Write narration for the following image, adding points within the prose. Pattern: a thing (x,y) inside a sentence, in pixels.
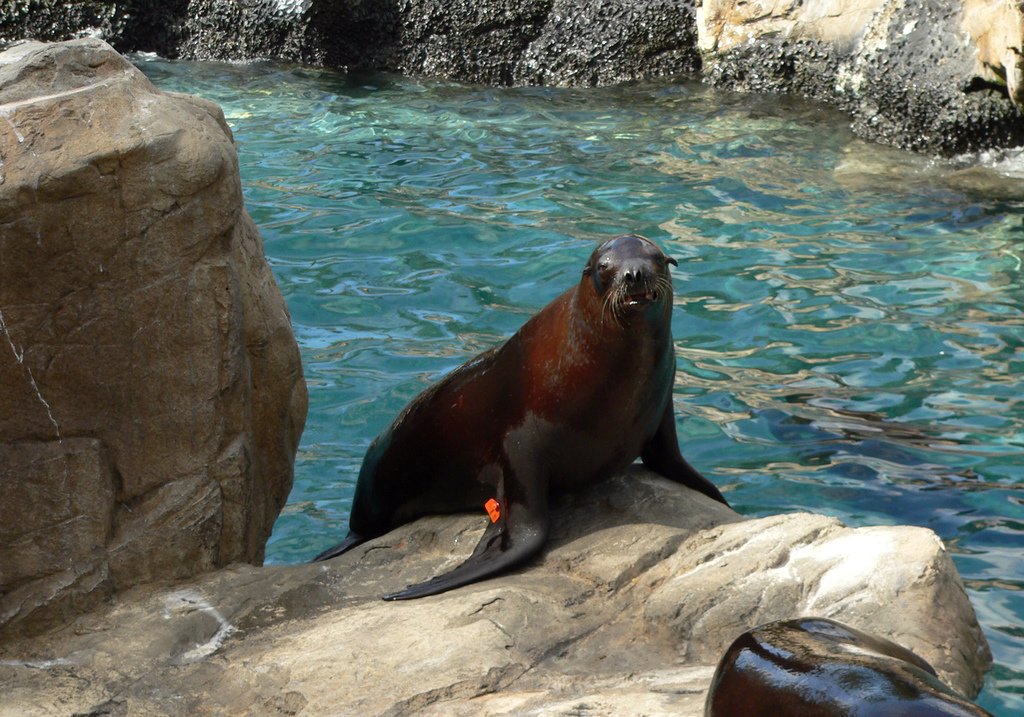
In the center of the image (506,403), we can see a water animal (526,365) and in the background (254,117), there are rocks (780,613) and there is water (841,314) and in the front (800,672), there is another animal (795,676).
